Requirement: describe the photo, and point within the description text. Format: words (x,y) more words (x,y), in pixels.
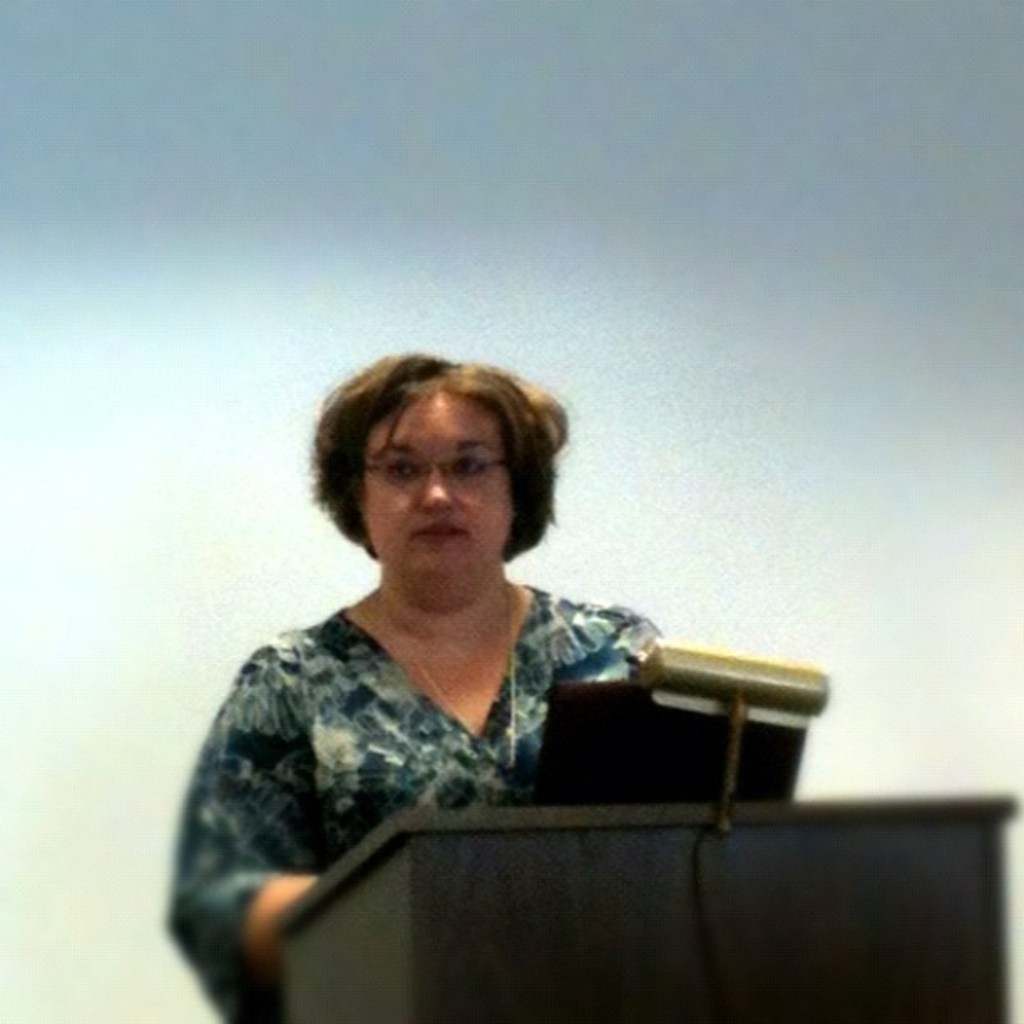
In this picture, it looks like a podium (520,914) and on the podium (487,878) there is a laptop (648,750). A woman (350,839) is standing behind the podium (526,948) and behind the woman (374,707) there is the blurred background (957,688).
